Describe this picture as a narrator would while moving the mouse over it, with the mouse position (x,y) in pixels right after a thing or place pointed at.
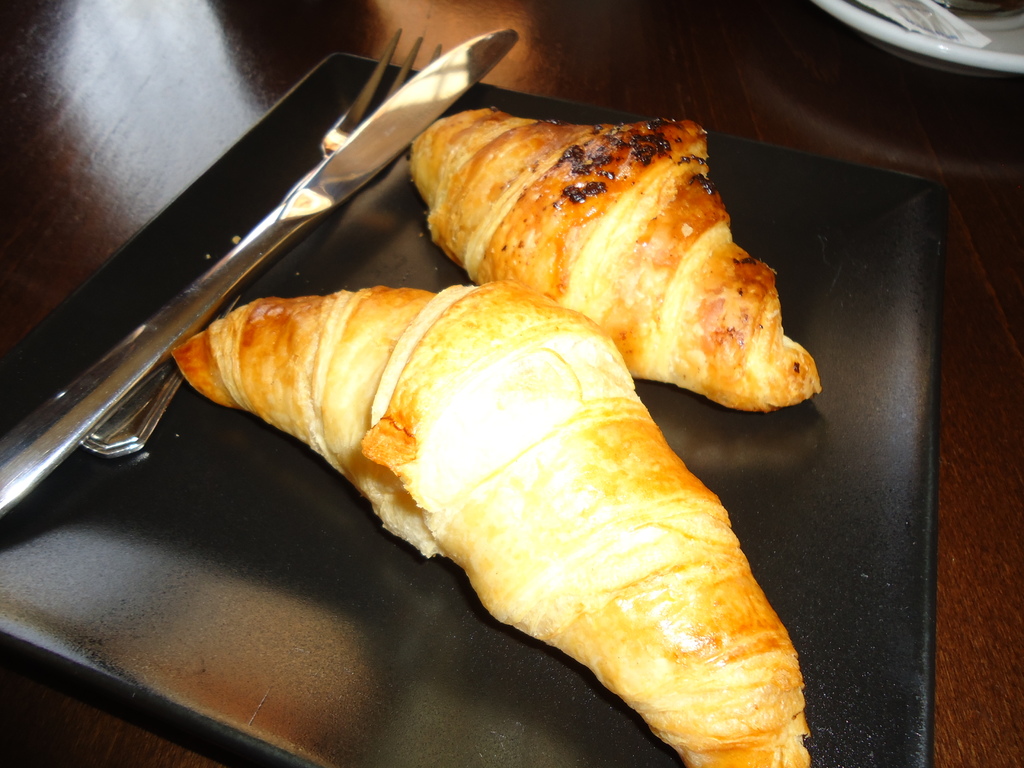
There is a baked food (470,497) kept on the surface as we can see in the middle of this image (505,401). There are a fork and a knife (259,255) present on the left side of this image (234,266).
